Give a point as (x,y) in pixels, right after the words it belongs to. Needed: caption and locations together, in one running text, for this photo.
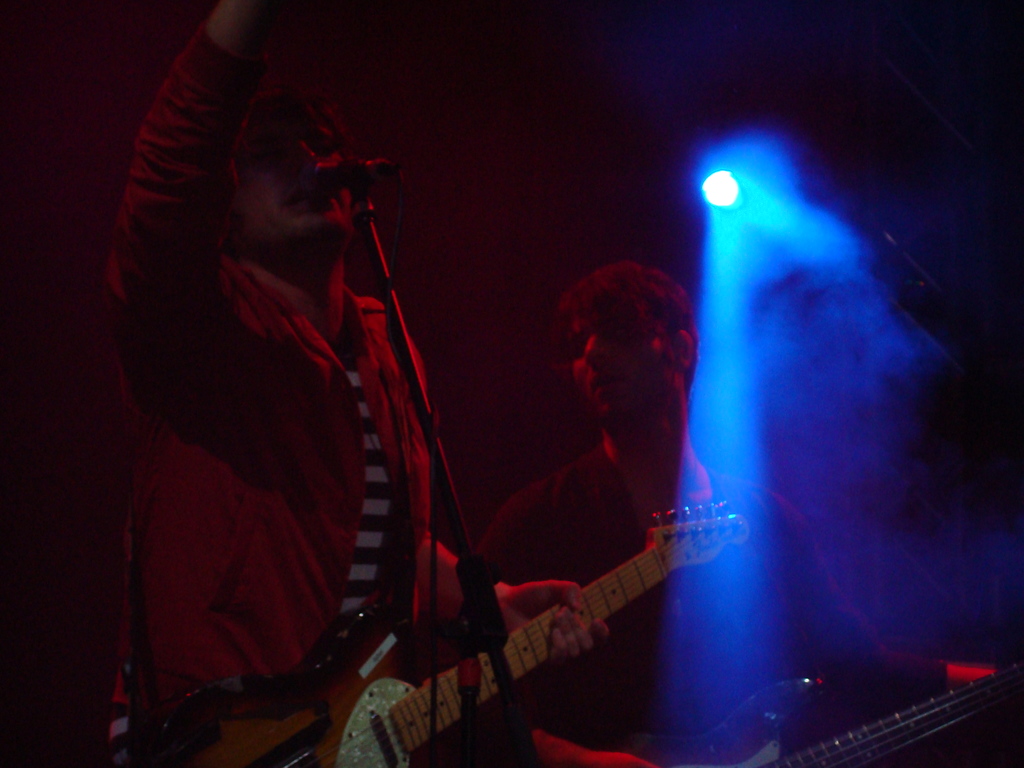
There is a person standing on the left side (279,165). He is holding a guitar (189,747) in his hand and he is singing on a microphone (385,171). There is another person (634,680) on the right side (736,674) and he is playing a guitar (787,698). Here we can see a lighting arrangement (763,198).
